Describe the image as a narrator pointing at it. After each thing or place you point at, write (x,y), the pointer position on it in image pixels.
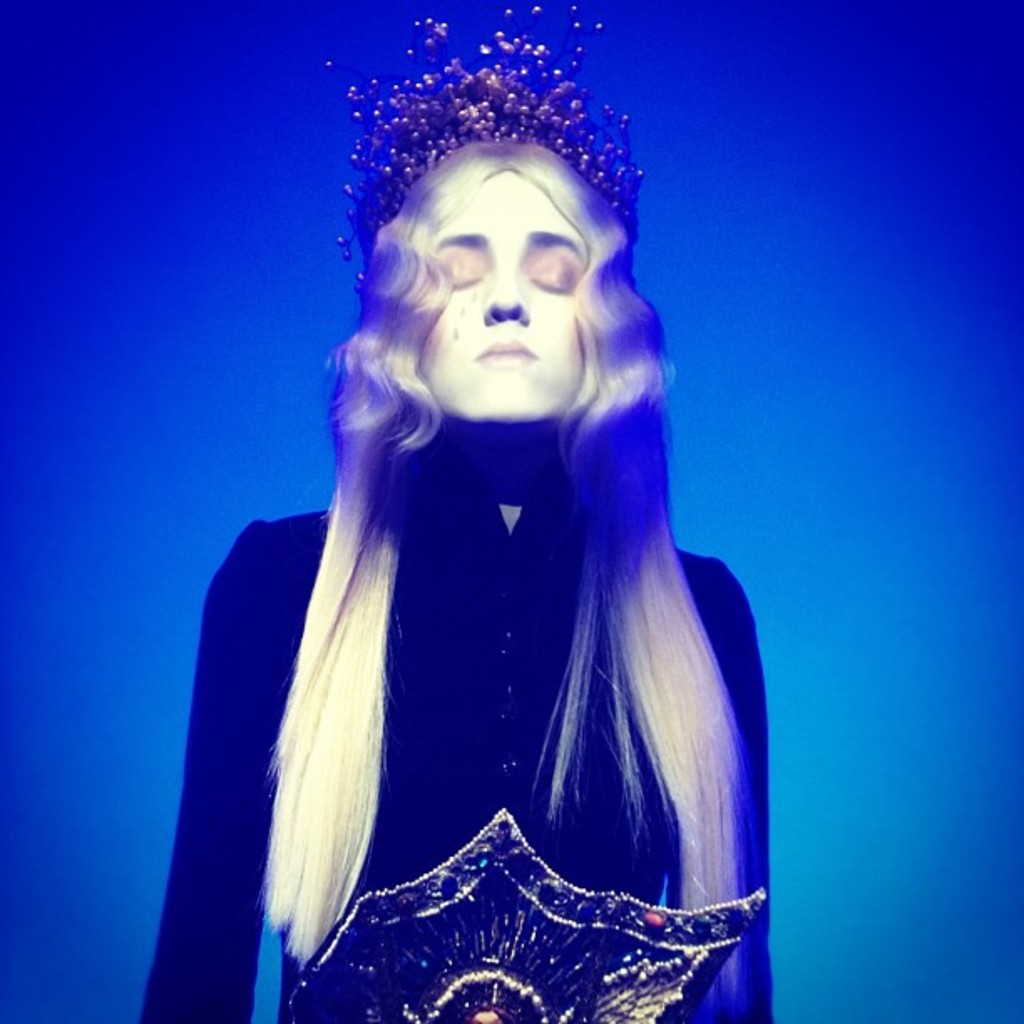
In this image I can see the person (416,676) in front of the background (912,421). The background are in blue color and I can see the person (355,916) wearing the dress (432,875).
